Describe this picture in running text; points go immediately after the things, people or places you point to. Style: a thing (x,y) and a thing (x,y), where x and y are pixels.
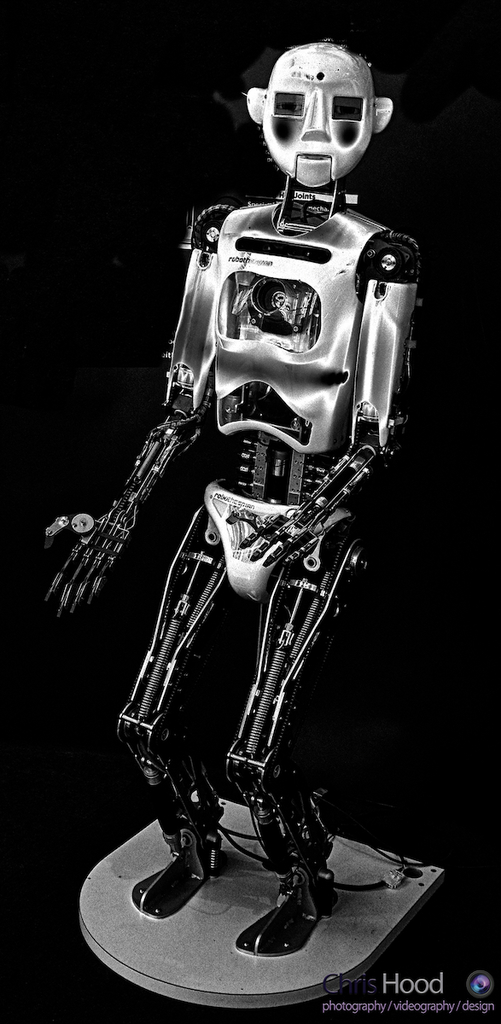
In this picture I can observe a robot (189,827). I can observe some text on the bottom right side (402,980). The background (327,1017) is completely dark.
